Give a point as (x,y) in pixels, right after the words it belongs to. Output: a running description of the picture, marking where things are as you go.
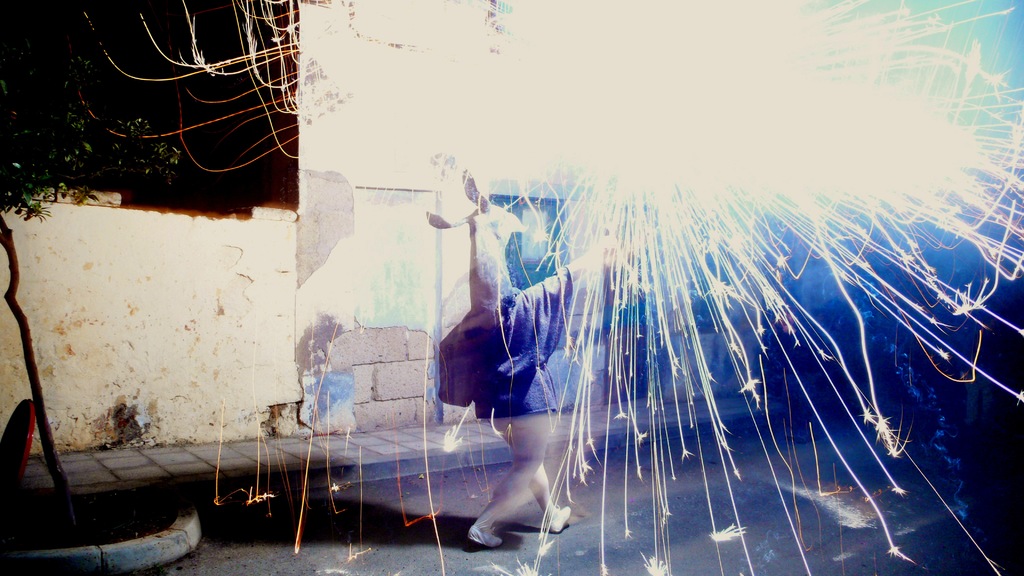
In this picture we can see a person (547,502) on the road (693,510), footpath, tree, wall (222,220), sparks (661,62) and some objects (1,447) and in the background (226,78) it is dark.
